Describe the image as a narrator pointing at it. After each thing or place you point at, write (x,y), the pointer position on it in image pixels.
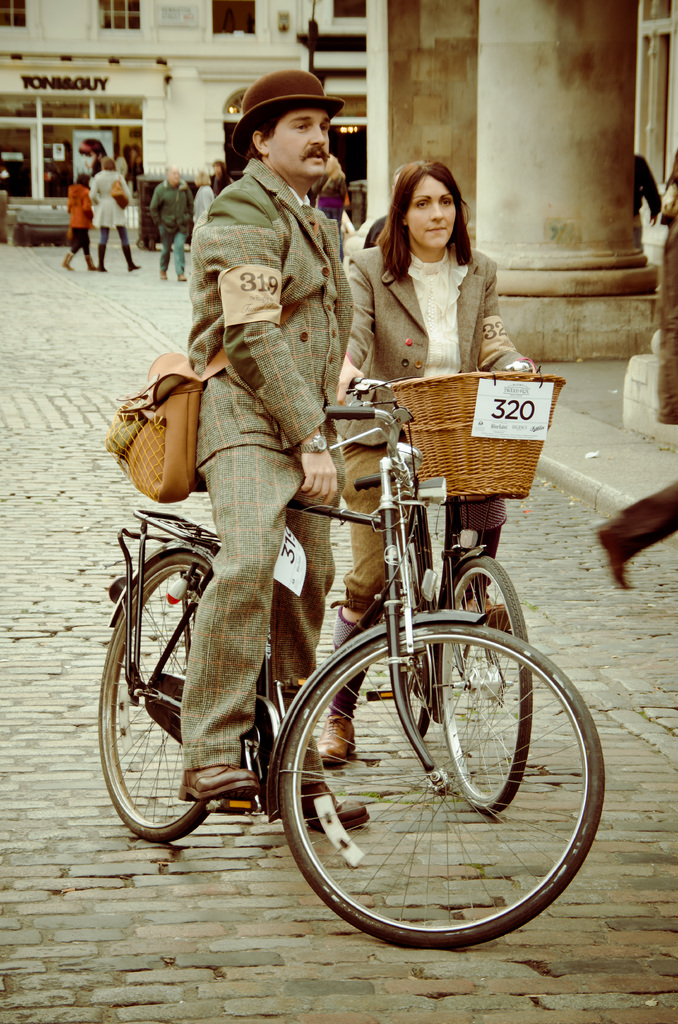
It is a picture taken from a street (363,943) a man (255,475) is standing on a cycle (387,565), he is wearing a brown color bag (168,431), beside him there is another woman (362,466) she is also on cycle (517,450) behind them there are few people (67,267) walking on the path (65,413), in the background (54,190) there is a Toni and Guy showroom (40,97) and a big building (280,35) and some pillars (479,28).
